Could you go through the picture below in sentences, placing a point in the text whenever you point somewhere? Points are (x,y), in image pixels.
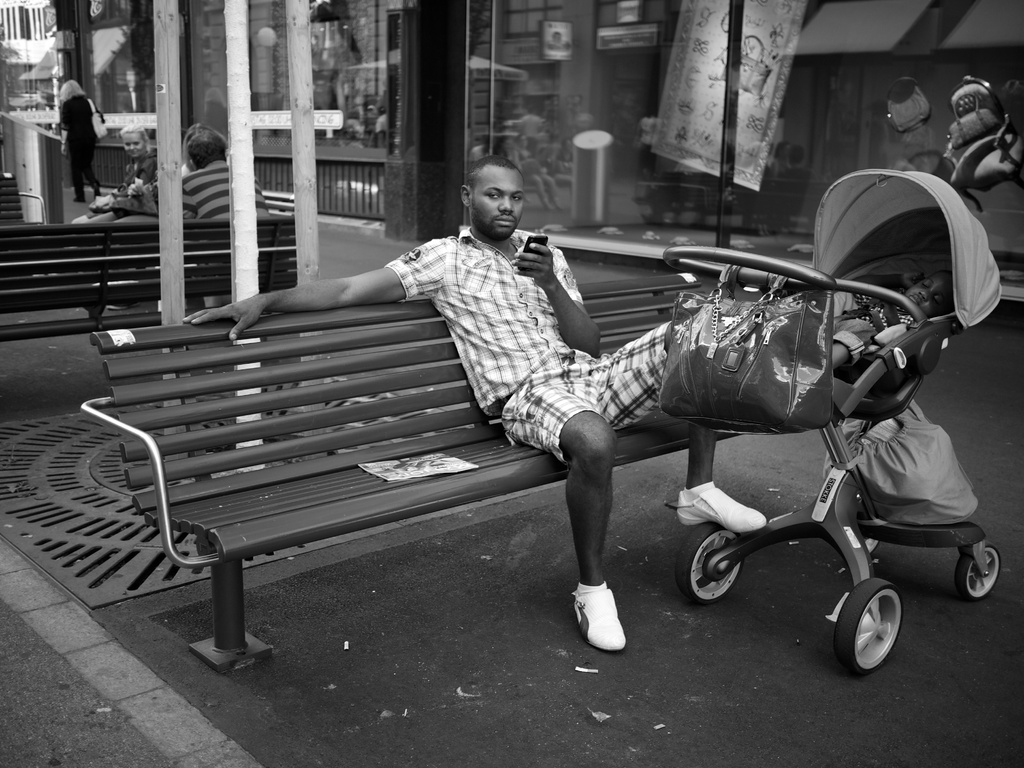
In this picture we can see a man (432,277) sitting, paper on a bench (435,418) and in front of him we can see bags (809,428), stroller (901,538) with a child (841,299) on it and in the background (205,203) we can see some people (223,194), poster (755,53) and some objects (227,89).
